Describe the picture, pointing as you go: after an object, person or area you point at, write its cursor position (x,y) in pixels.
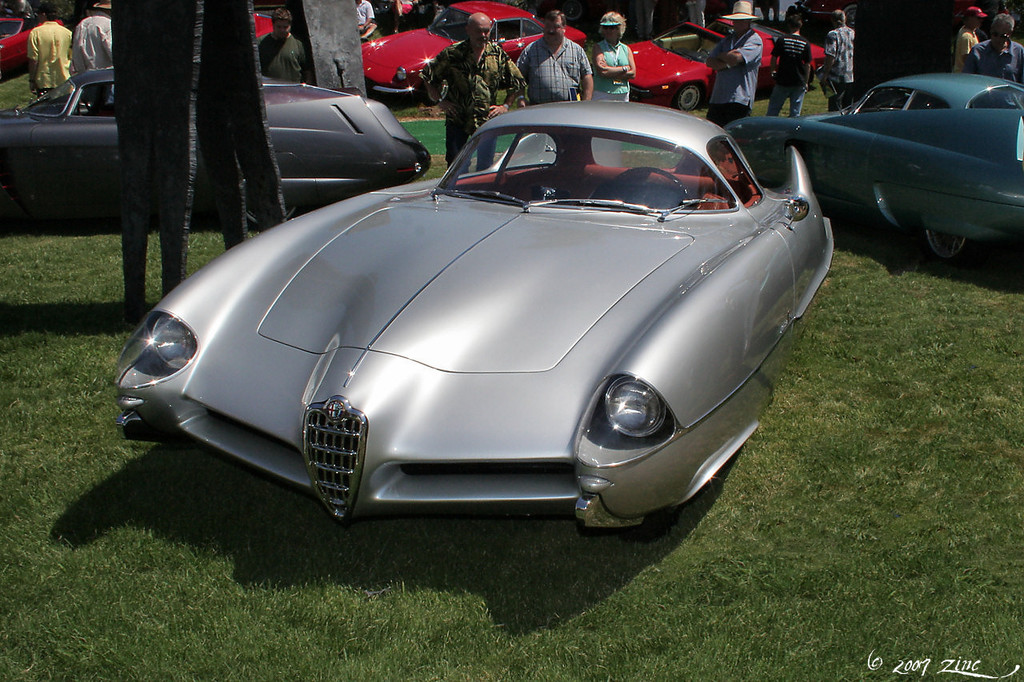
These are the cars (668,165), which are parked. I can see the groups of people (626,51) standing. This looks like a wooden board (180,135). Here is the grass (874,479). At the bottom of the image (980,674), I can see the watermark (927,673).
